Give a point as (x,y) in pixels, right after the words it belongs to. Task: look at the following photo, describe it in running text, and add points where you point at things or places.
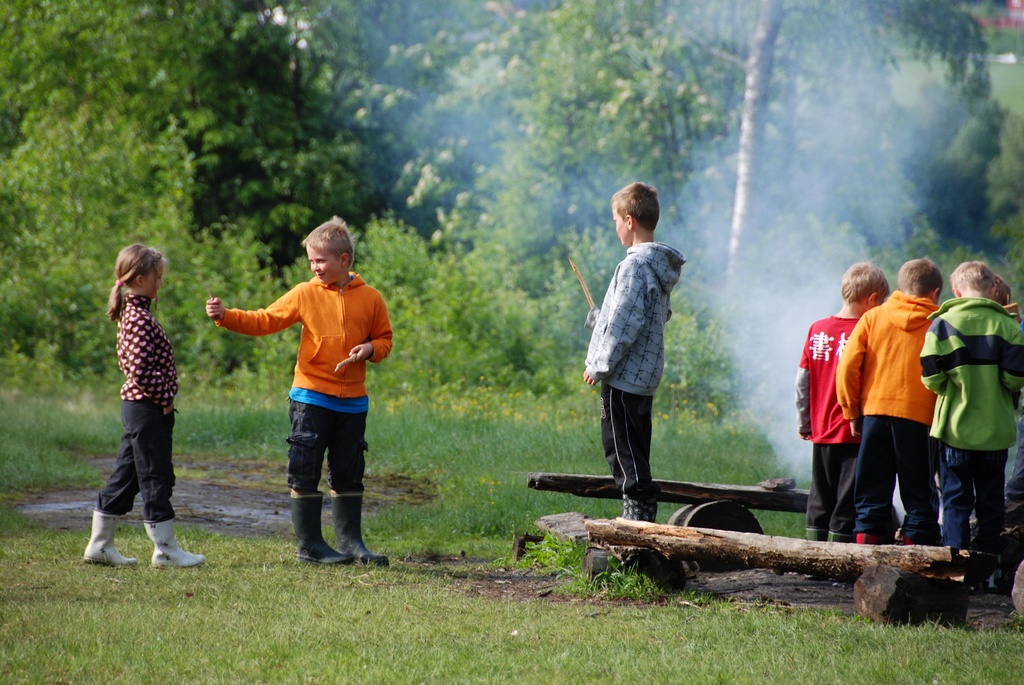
In this image there are a few people (939,453) standing on the surface (561,579) of the grass (711,607) and there are few wooden sticks (751,565) and a wooden trolley (728,511). In the background (470,157) there are trees (610,169) and a smoke (739,292) in the air (740,321).
